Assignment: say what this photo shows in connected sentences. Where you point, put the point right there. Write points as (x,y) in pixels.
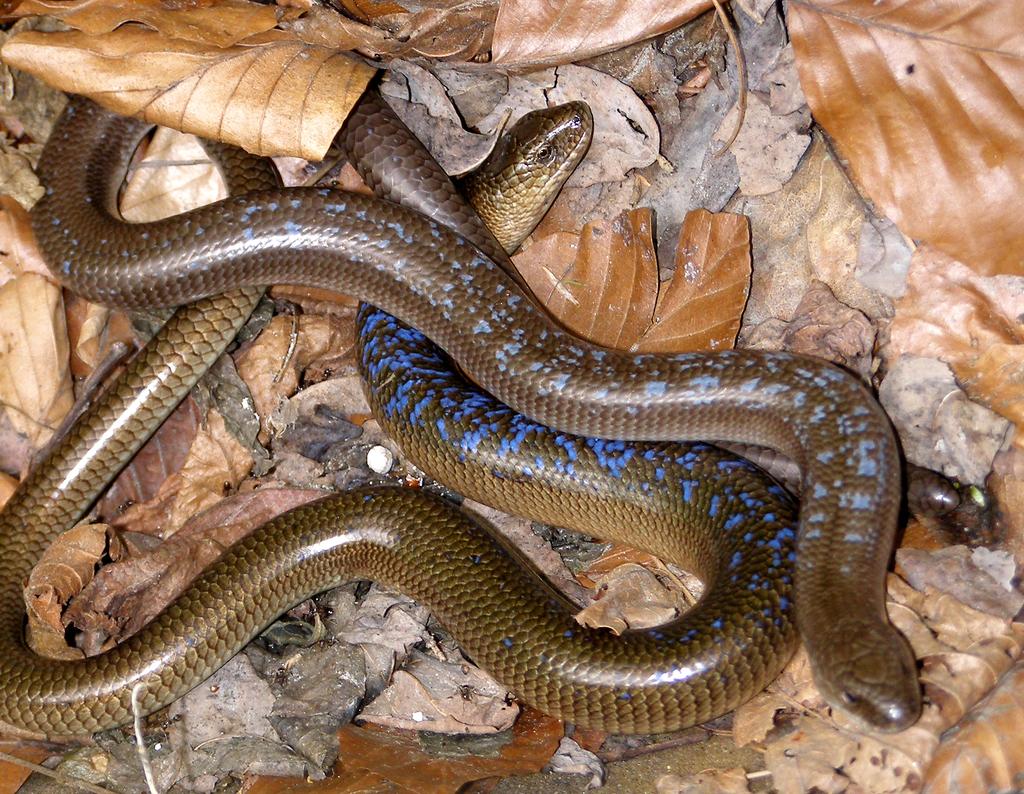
In this picture we can see snakes (484,640) on the ground (43,644) and in the background (348,728) we can see dried leaves (738,97).
